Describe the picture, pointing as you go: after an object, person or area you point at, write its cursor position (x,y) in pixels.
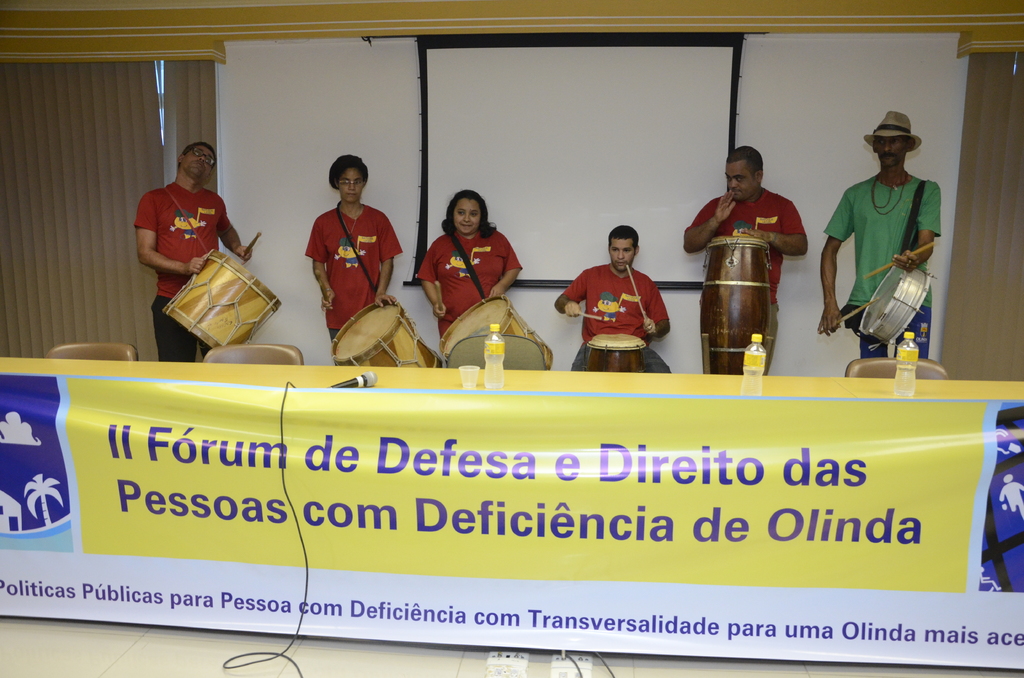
There are 6 people (880,200) here on the stage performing by playing musical instruments (510,319). On the wall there is a screen (553,123). In front of them there is a table (390,387) on which there is a microphone (359,385), water bottles (496,376) and glass (462,383) and a banner (377,520) before the table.
